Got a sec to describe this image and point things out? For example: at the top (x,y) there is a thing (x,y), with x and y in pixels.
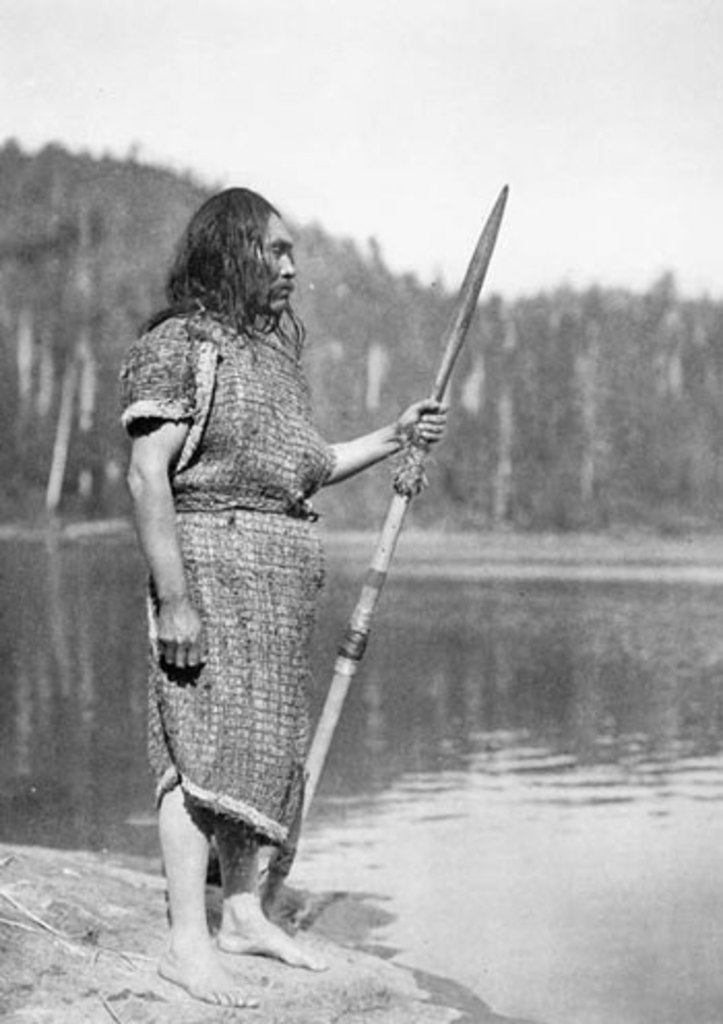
This is a black and white image and here we can see a person (236,722) standing and holding a stick (464,294). In the background (592,419), there are trees (626,456) and at the bottom (461,777), there is water (432,718).
